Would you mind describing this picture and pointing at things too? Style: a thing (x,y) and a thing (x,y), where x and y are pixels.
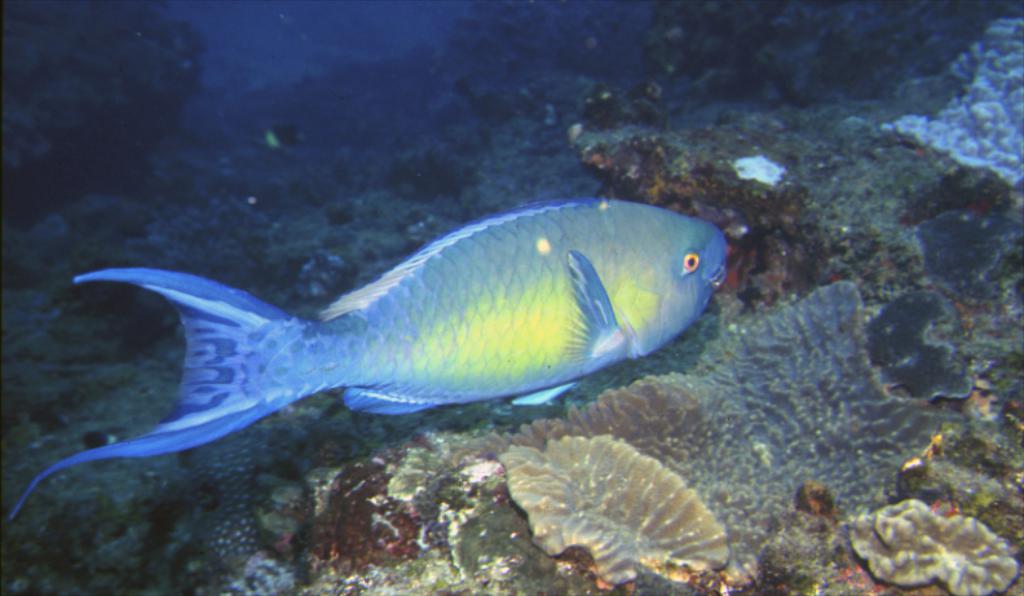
In this image, we can see a fish (610,289) in the water (165,397).
